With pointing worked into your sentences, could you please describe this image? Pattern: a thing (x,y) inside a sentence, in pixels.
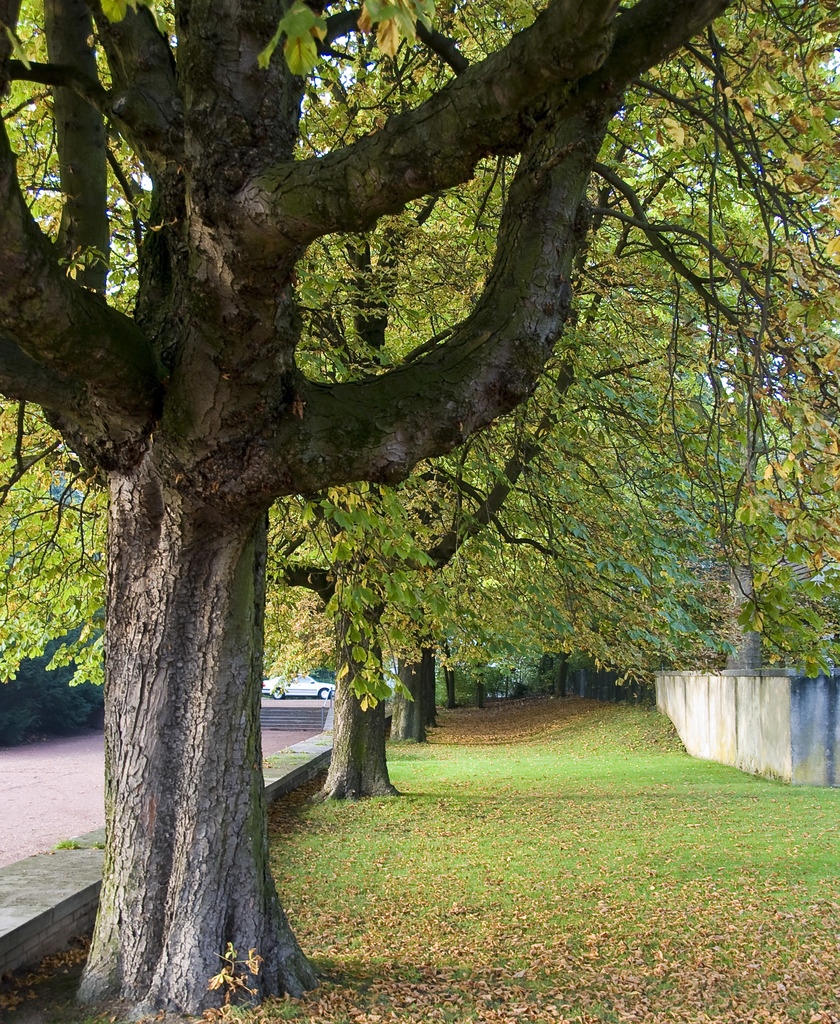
In the center of the picture (366,374) there are trees (399,684), dry leaves (474,793), grass (476,757), car (300,694), path (272,742) and a wall (758,706).
